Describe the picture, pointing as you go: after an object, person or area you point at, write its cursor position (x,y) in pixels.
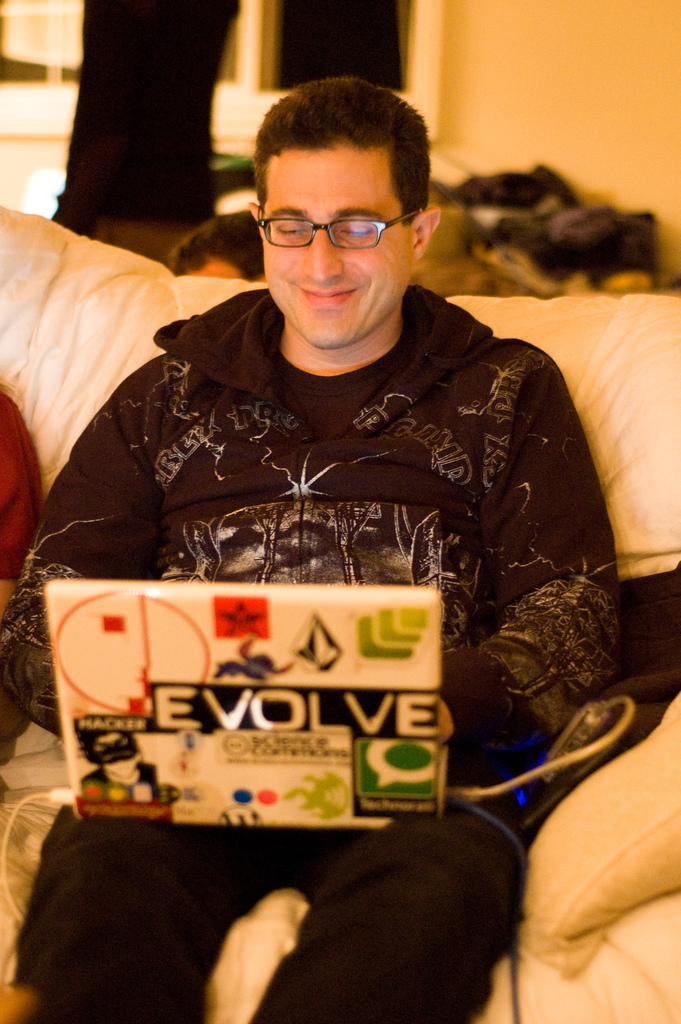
This picture seems to be clicked inside the room (616,39). In the foreground (358,430) we can see a person (176,379) sitting on a couch (65,386), smiling and seems to be working on a laptop (405,778) and we can see the text (282,705) and the depictions (150,762) of some objects (276,672) on the laptop (232,633). In the background (565,70) we can see the wall (565,31), window (36,18), a person like thing (214,249) and some objects (542,203). In the left corner (15,459) we can see another person (20,497) seems to be sitting on the couch (40,416).
